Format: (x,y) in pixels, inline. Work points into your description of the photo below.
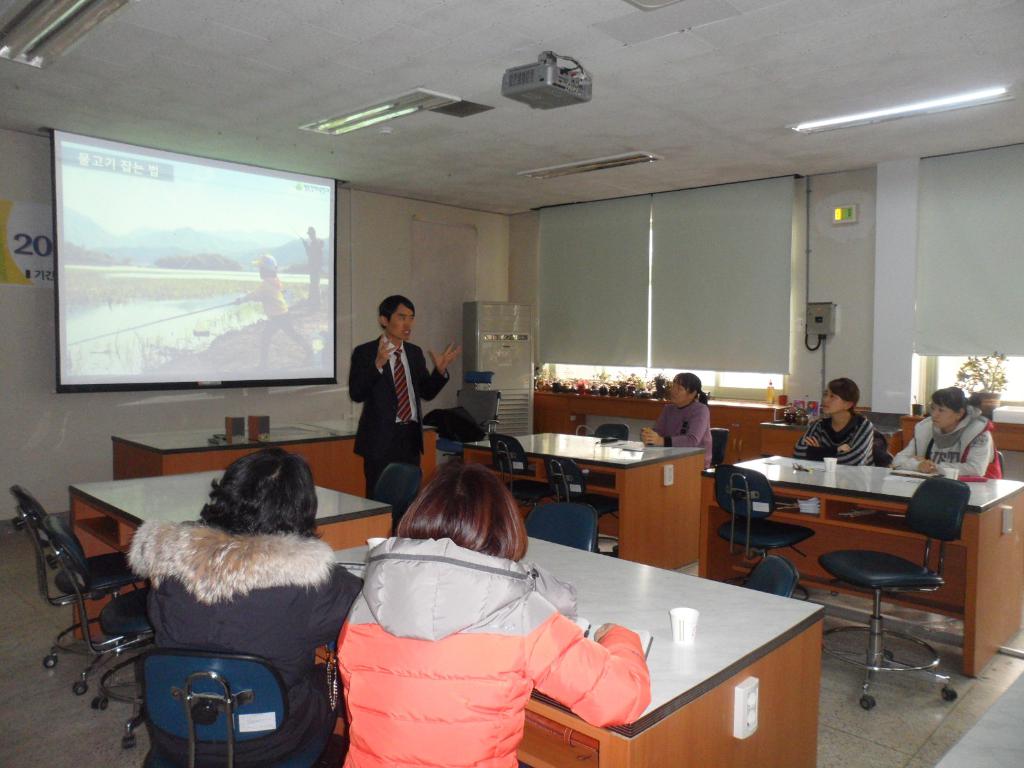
In this room (486,447) there are some people (450,517) sitting on the chair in front of the table (661,610) on which there are cups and a person (388,374) standing in between and there is a screen projector (275,289) in the room (417,227).
